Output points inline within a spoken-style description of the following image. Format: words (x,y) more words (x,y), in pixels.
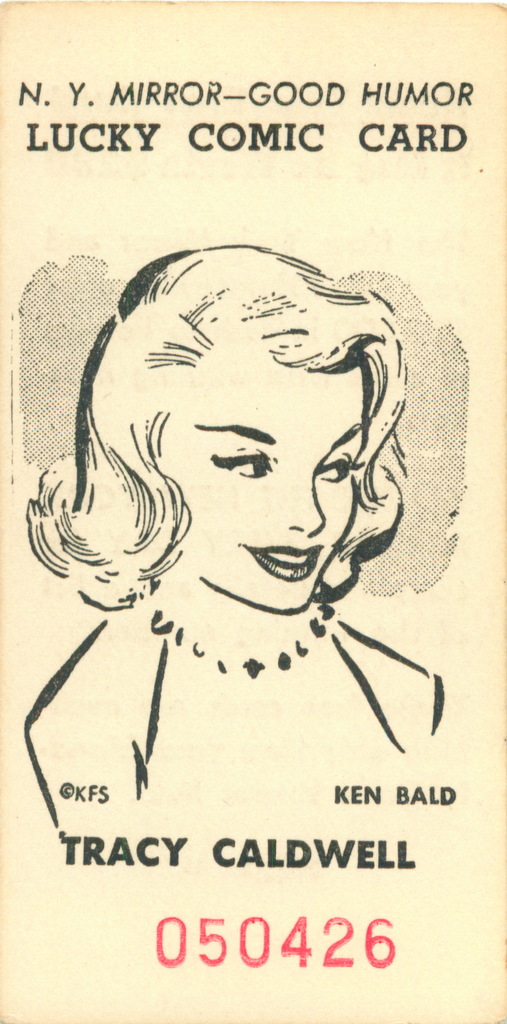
In this image we can able to a pamphlet (252,435) which consists of a lady image (321,684), and we can able to see serial number (356,959) here, we can able to see persons name (227,861) here.
